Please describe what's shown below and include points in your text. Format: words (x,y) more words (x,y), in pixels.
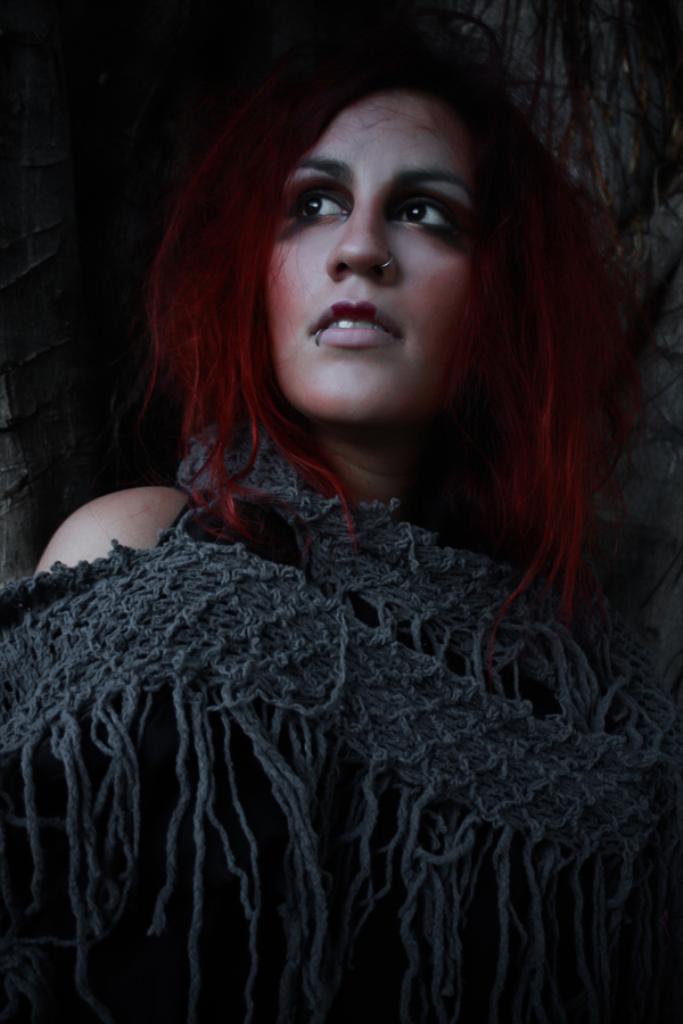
In this image in the front (411,574) there is a woman (385,481).
